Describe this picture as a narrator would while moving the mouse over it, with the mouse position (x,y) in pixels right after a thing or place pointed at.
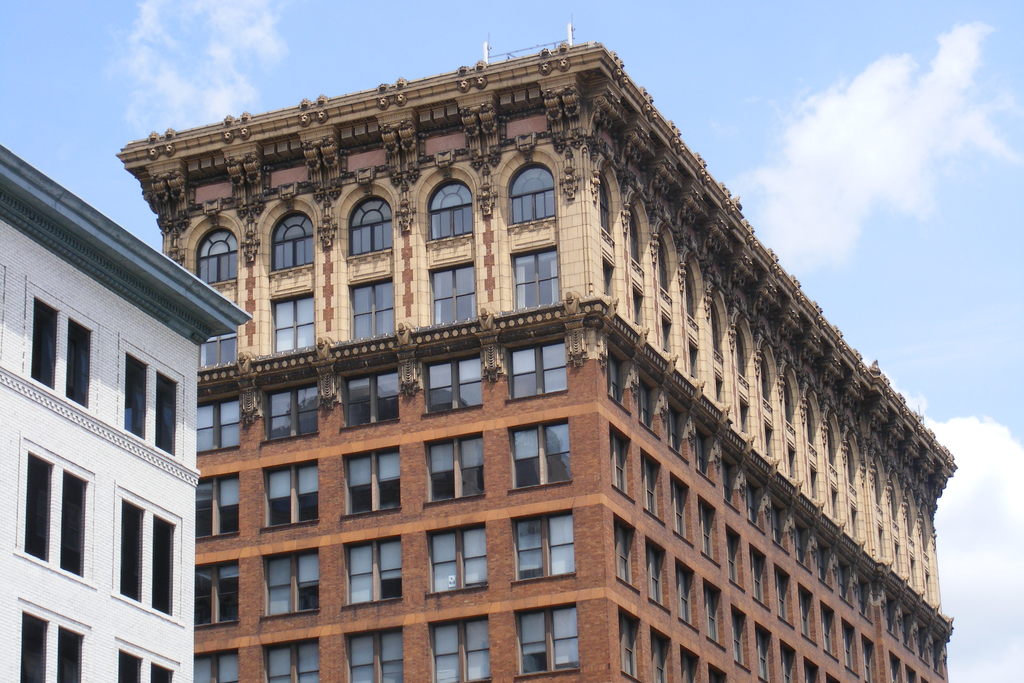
In the center of the image (548,316) there are buildings (547,271). In the background (693,93) there is sky (332,45).
